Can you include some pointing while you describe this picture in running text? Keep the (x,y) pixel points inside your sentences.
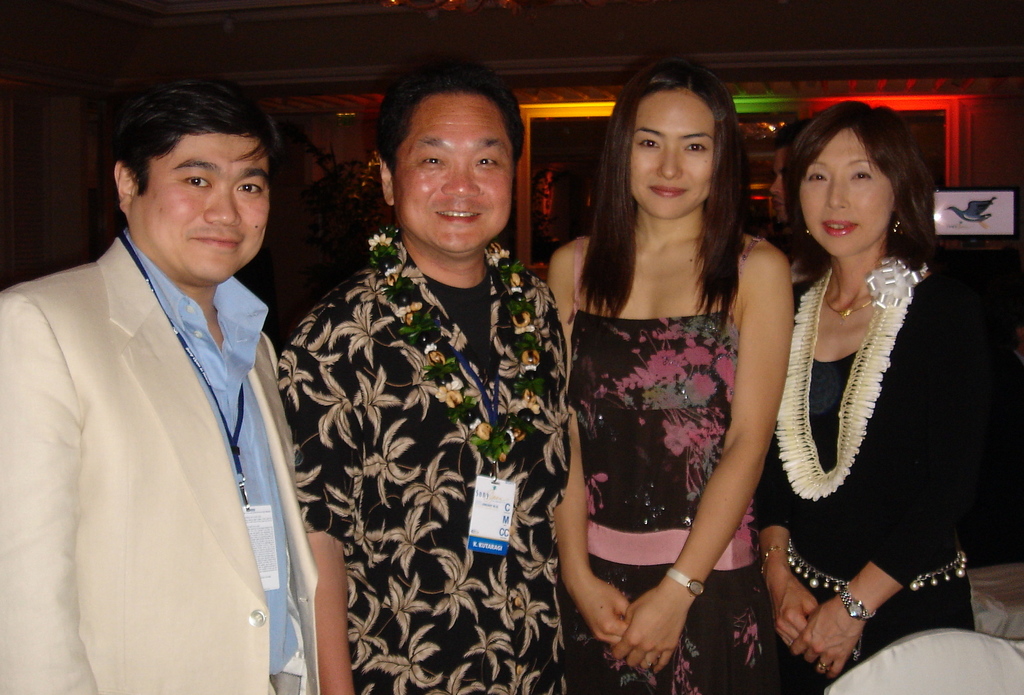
There are two men (497,361) and two women (625,389) standing and smiling. I think these are the garlands (886,337). This looks like a poster (978,218). In the background (540,205), I can see the glass doors (584,128) with the colorful lightings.
